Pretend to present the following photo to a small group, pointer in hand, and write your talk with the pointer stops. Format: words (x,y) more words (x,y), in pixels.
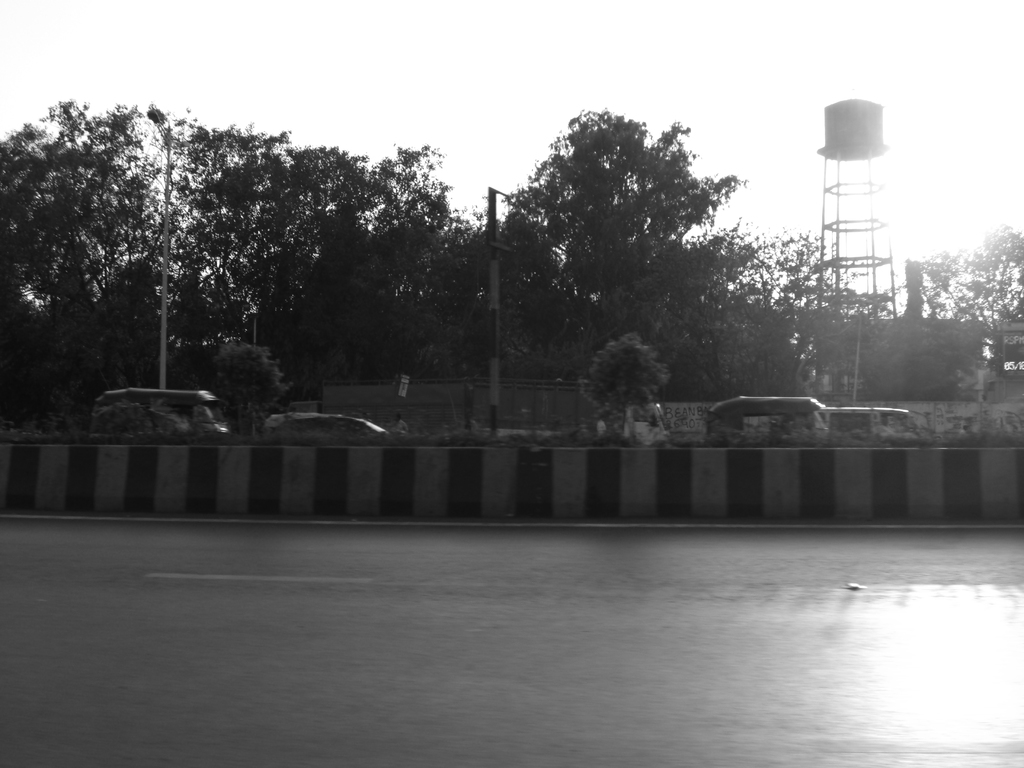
At the bottom of this image (653,603), there is a road (273,530), on which there are lines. Beside this road (358,559), there is a divider (9,464), on which there are plants (160,422). Outside this divider (723,451), there are vehicles (743,397) on a road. In the background (244,305), there is a tank (833,149), there are trees (331,222) and plants (617,367) on the ground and there are clouds (863,64) in the sky (723,44).
